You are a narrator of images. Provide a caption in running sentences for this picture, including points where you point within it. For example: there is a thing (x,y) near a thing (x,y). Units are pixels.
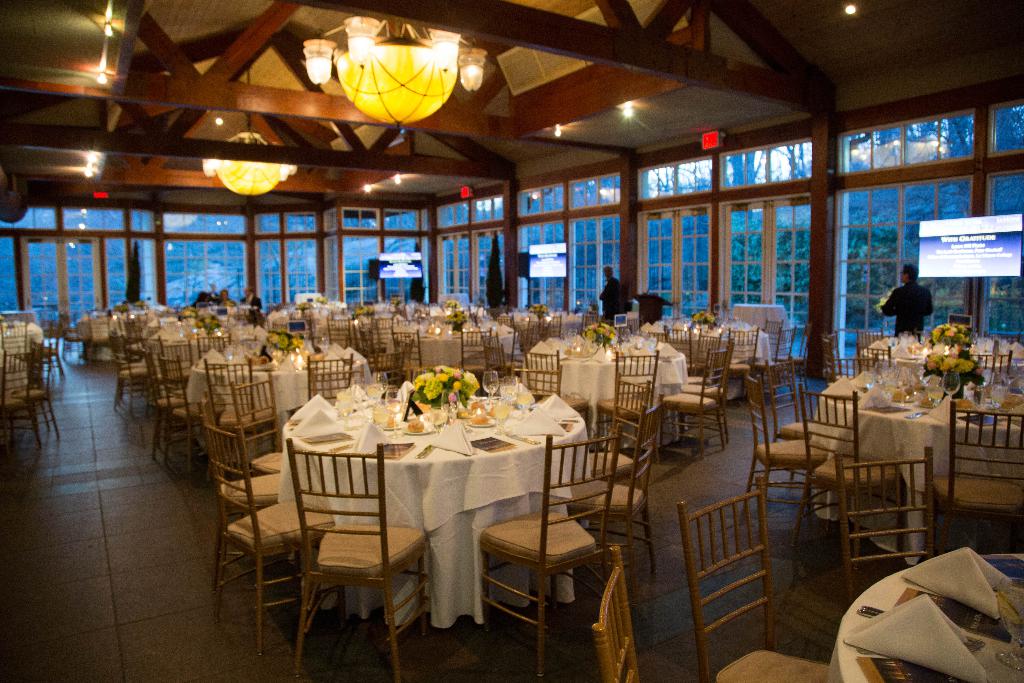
This image is clicked in a restaurant (545,359) where there are so many tables (386,466) and chairs (809,472). There are lights (439,75) on the top (256,167). There are Tvs (922,263) placed on the top (958,227). On the tables (408,472) there are a flower pots (475,384), tissues (445,444), knives (431,447), spoons (420,457), plates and eatables (417,429). There are trees (776,225) on the right side (949,287).
